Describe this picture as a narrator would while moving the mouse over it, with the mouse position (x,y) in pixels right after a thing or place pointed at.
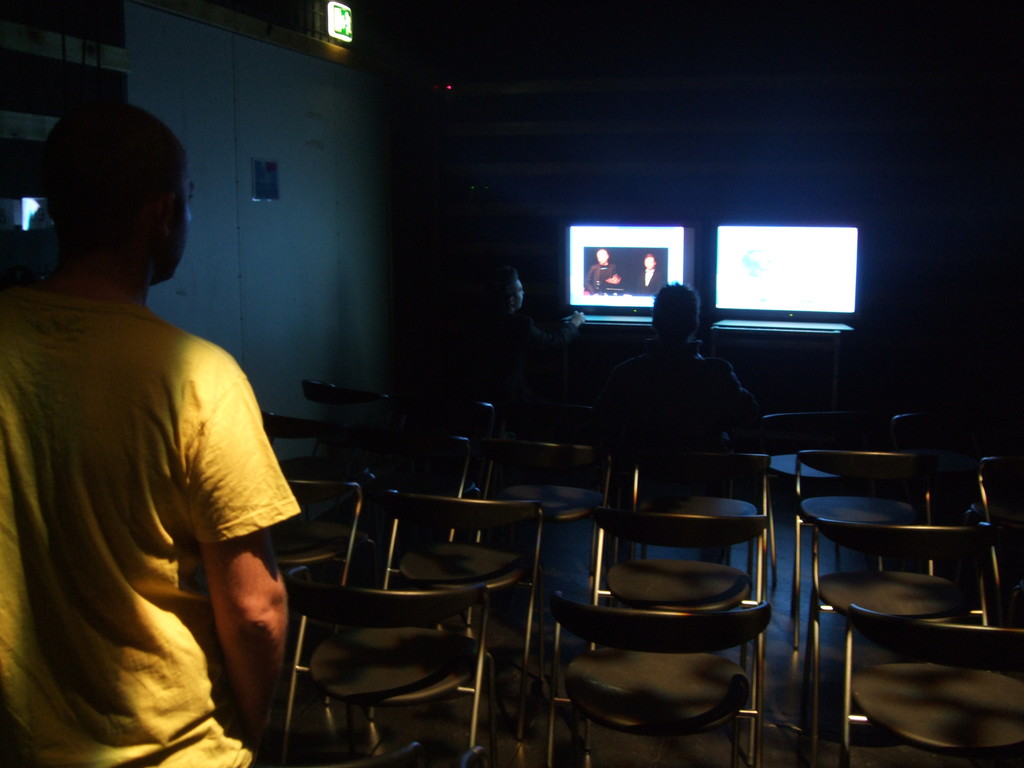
In this picture we can see a person (158,473) standing and looking into the screen (726,271). There are two screens (639,257). And these two people (620,399) are sitting here. And there is a wall (396,253). These are the chairs (854,641).
